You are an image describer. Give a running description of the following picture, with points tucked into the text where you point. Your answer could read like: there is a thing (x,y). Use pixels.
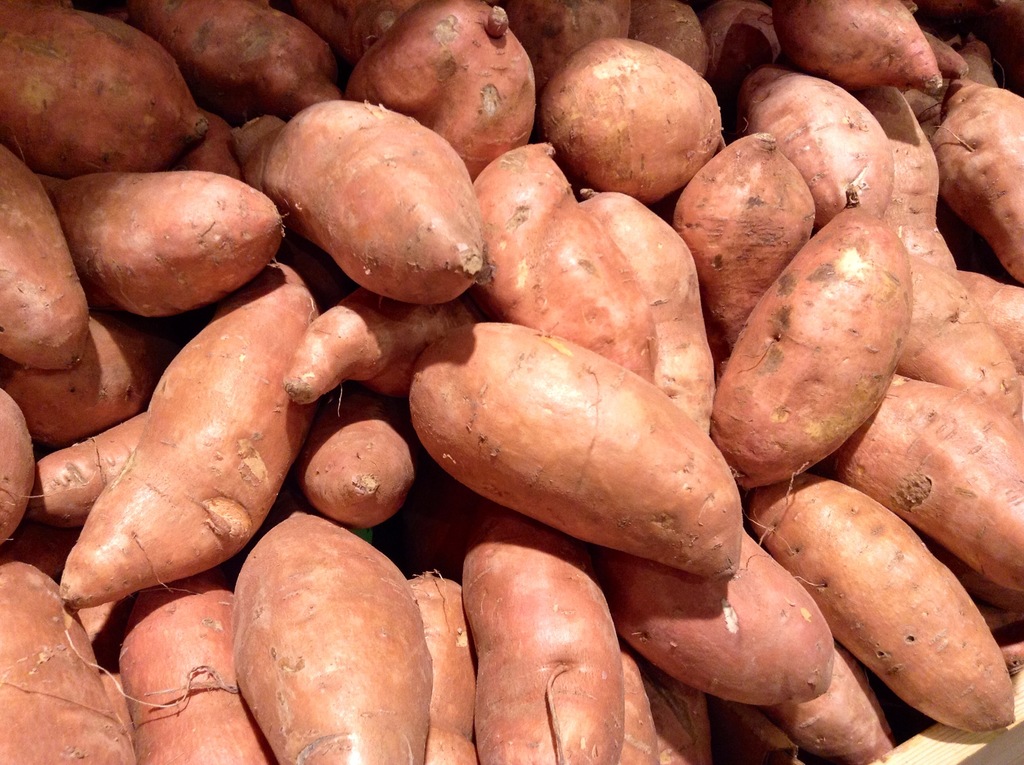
The picture consists of sweet potatoes (583,361).
